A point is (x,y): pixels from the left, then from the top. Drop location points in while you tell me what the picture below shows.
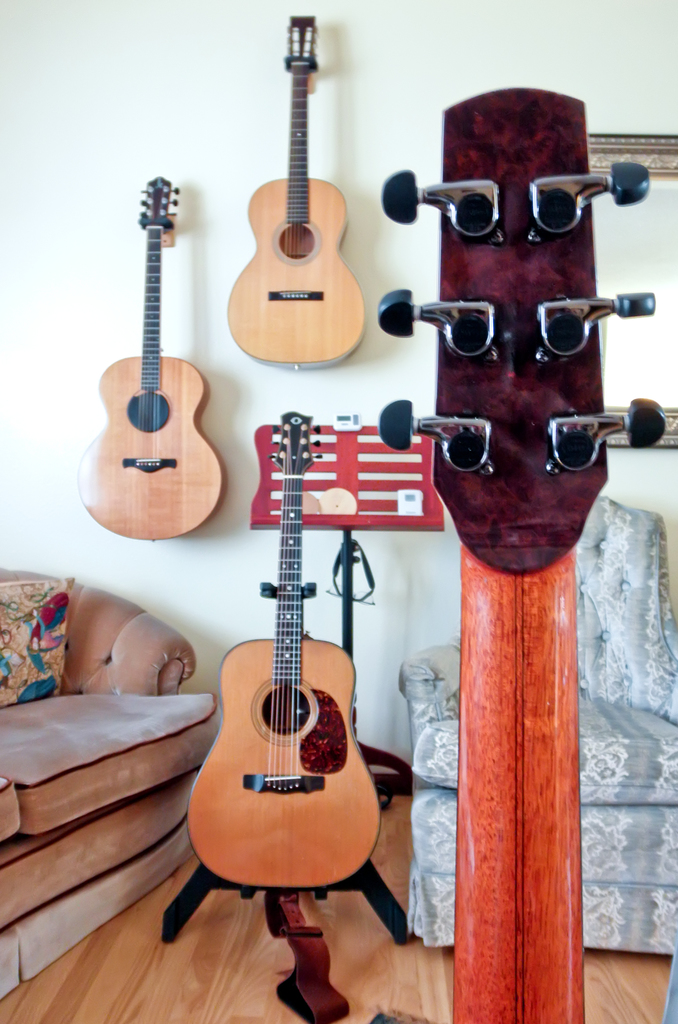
in a room (188,663) there is a light brown sofa (84,658) with pillow (50,597) in it and there is a white sofa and there are four guitar (582,225) with the red colour stand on the floor (188,1003).
